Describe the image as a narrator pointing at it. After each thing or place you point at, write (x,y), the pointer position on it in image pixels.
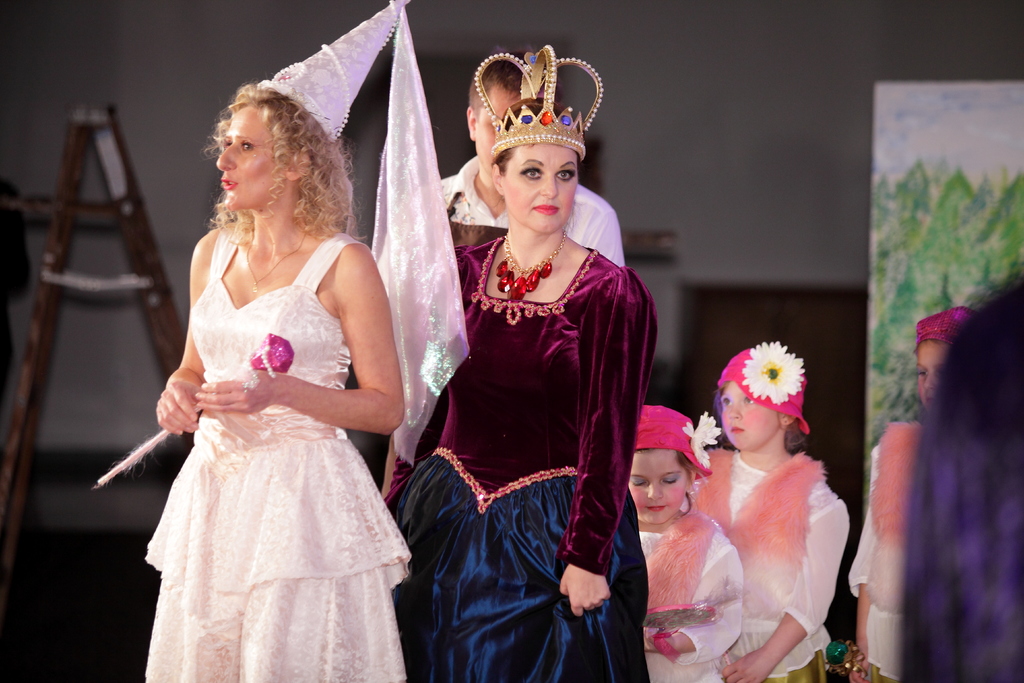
In this image we can see two women (327,471), kids (697,521) and a man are standing and among them a woman (504,266) has crown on her head (571,159) and the another woman (410,165) has hat (410,165) on her head (230,145) and holding an object (169,428) in the hands (241,406) and there are flowers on the caps (683,446) on the kids heads (672,473). In the background (88,212) we can see ladder (105,204), wall (615,152), board (899,179) and other objects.
